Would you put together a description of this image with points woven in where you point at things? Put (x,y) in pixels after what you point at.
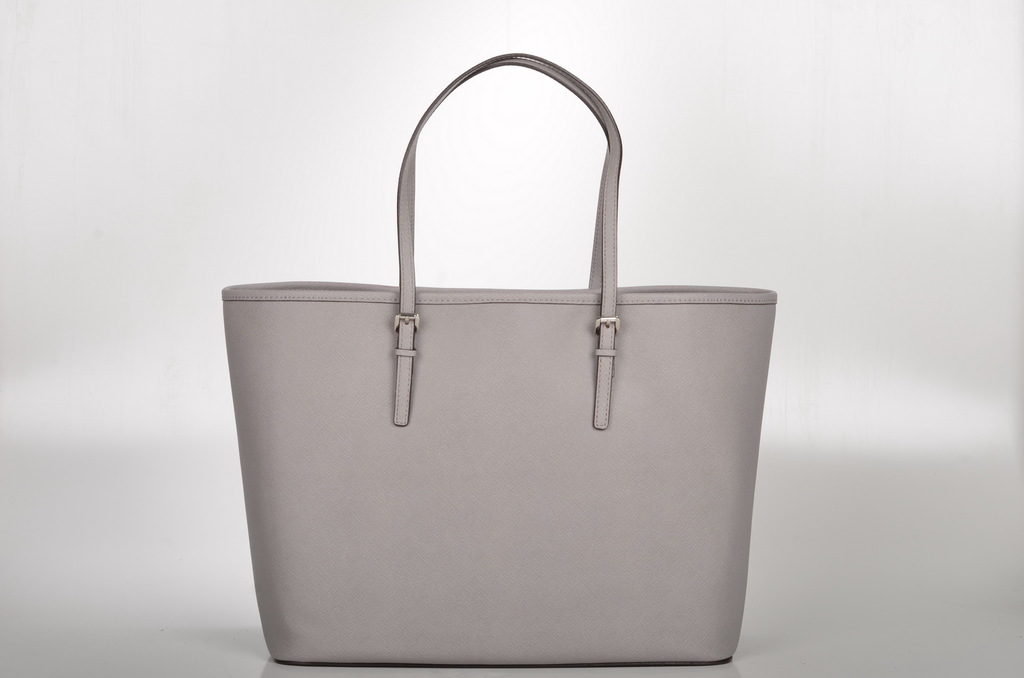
This picture describes about a handbag (489,309).
